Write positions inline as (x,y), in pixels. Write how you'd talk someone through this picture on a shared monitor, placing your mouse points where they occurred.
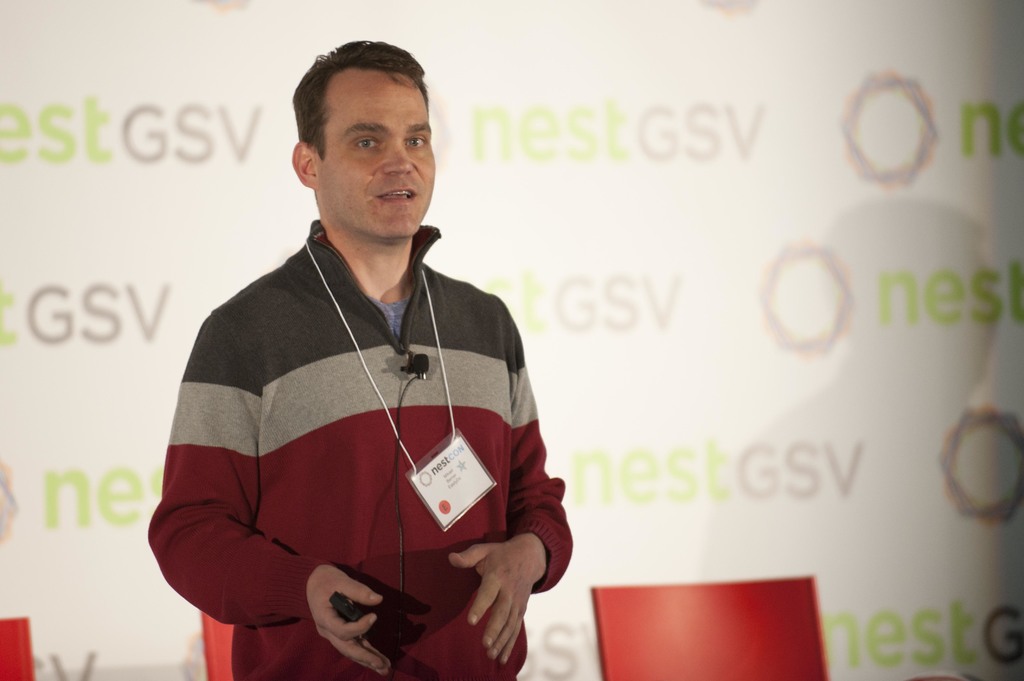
In this image I can see a person (336,489) wearing maroon, ash and black colored dress (301,399) is standing and holding a black colored object (350,615) in his hand (341,579). In the background (119,680) I can see the white colored banner (155,167).
